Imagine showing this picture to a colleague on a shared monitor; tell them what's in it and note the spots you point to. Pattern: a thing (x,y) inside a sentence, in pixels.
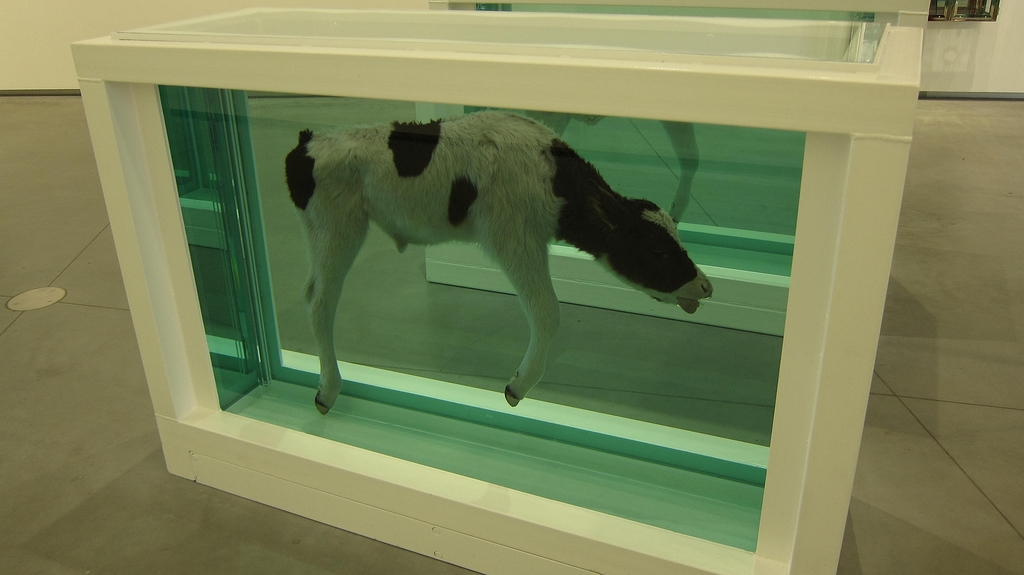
In the foreground (558,199) I can see a calf (286,162) in the box (441,95). In the background (20,52) I can see a wall (60,46). This image is taken in a hall (102,510).
